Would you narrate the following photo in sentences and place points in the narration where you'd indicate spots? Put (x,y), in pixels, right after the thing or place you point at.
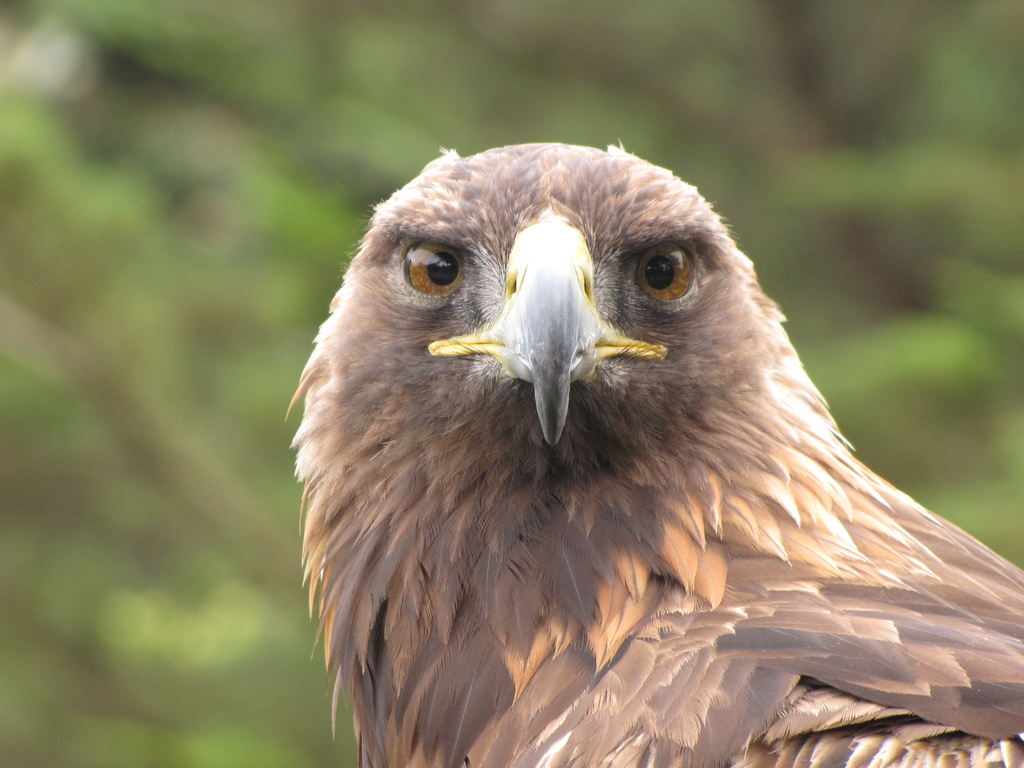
There is an eagle (514,656) and the background (957,221) is blurred.
